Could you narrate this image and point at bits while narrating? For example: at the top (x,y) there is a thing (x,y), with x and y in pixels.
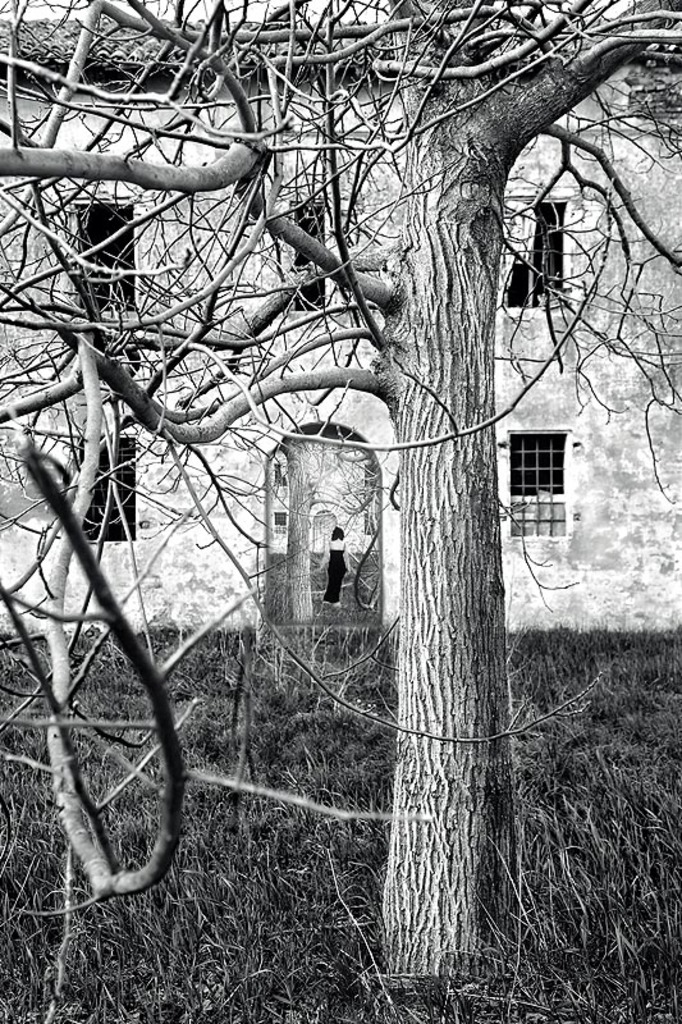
This is a black and white picture. At the bottom (251,869), we see the grass (375,920). In front of the picture, we see a tree (289,299). In the middle (330,597), we see a woman (345,558) in the black dress (345,570) is standing. In the background (196,530), we see a building (179,566) in white color. It has a door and the windows (112,209). This might be an edited image.
